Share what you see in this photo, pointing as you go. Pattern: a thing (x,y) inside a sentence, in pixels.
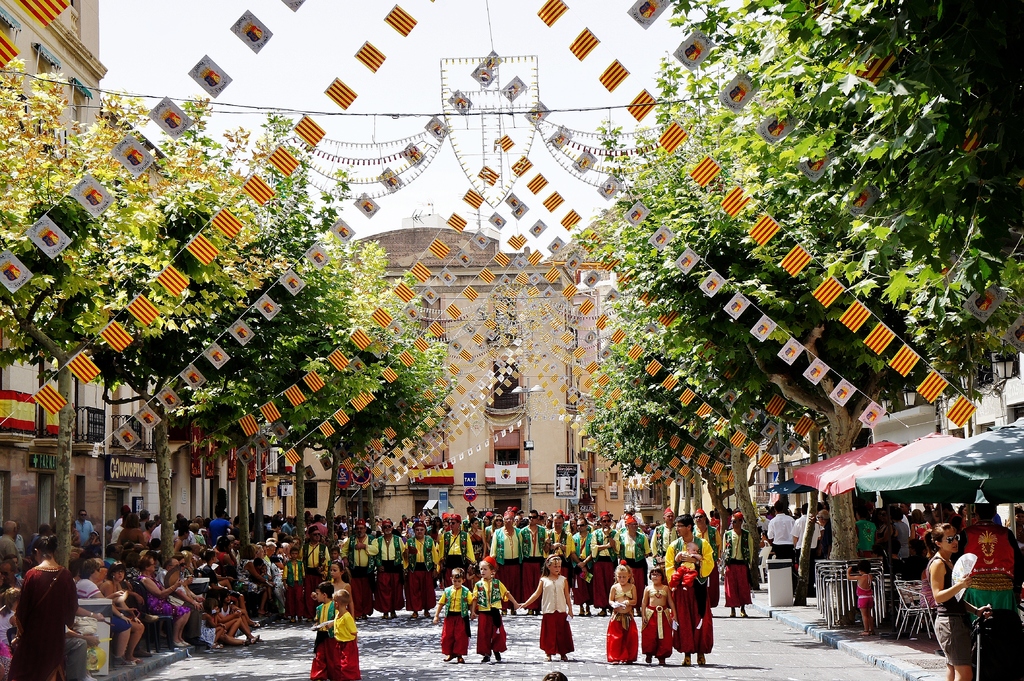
Here we can see crowd (519,557) and this is a road (758,657). There are flags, trees (11,160), umbrellas (1021,440), boards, and buildings (557,413). In the background (420,168) there is sky (466,77).
